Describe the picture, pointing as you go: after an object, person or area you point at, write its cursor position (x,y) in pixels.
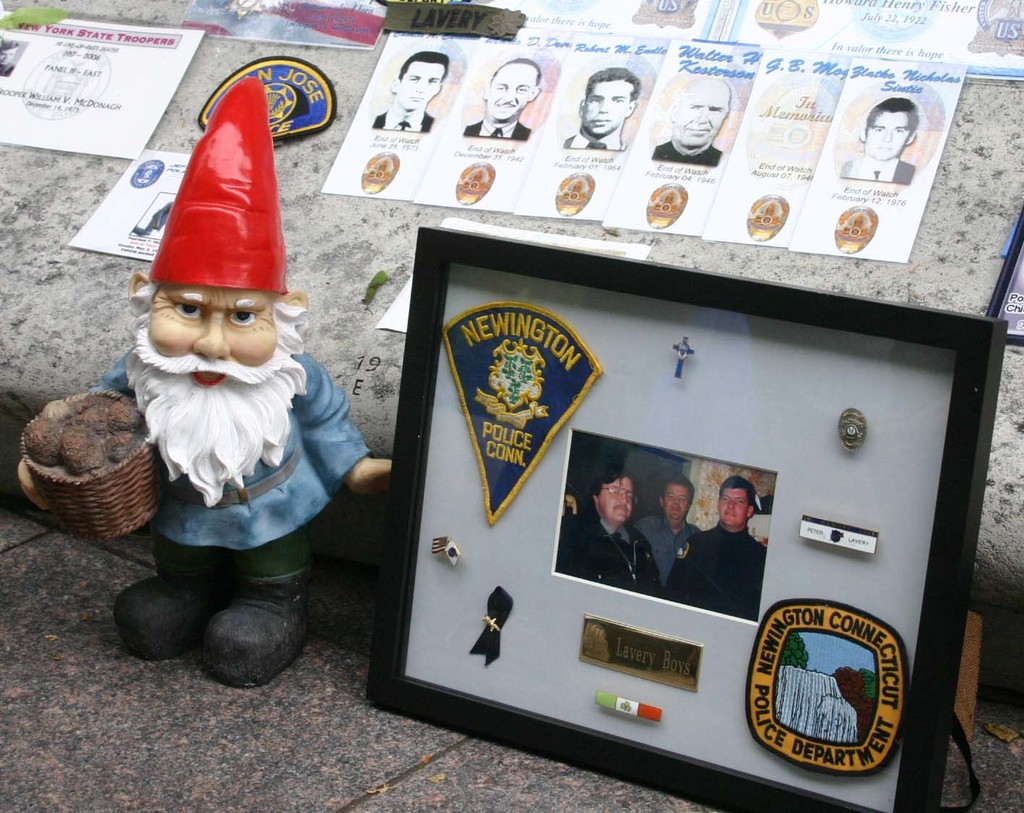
In this image there is a toy gnome (312,433), there are badges (520,365) and a photo (758,579) in a photo frame (636,351), and in the background (231,24) there are papers (905,179), photo (608,78) and badges (242,74) stick to the wall (26,332).
